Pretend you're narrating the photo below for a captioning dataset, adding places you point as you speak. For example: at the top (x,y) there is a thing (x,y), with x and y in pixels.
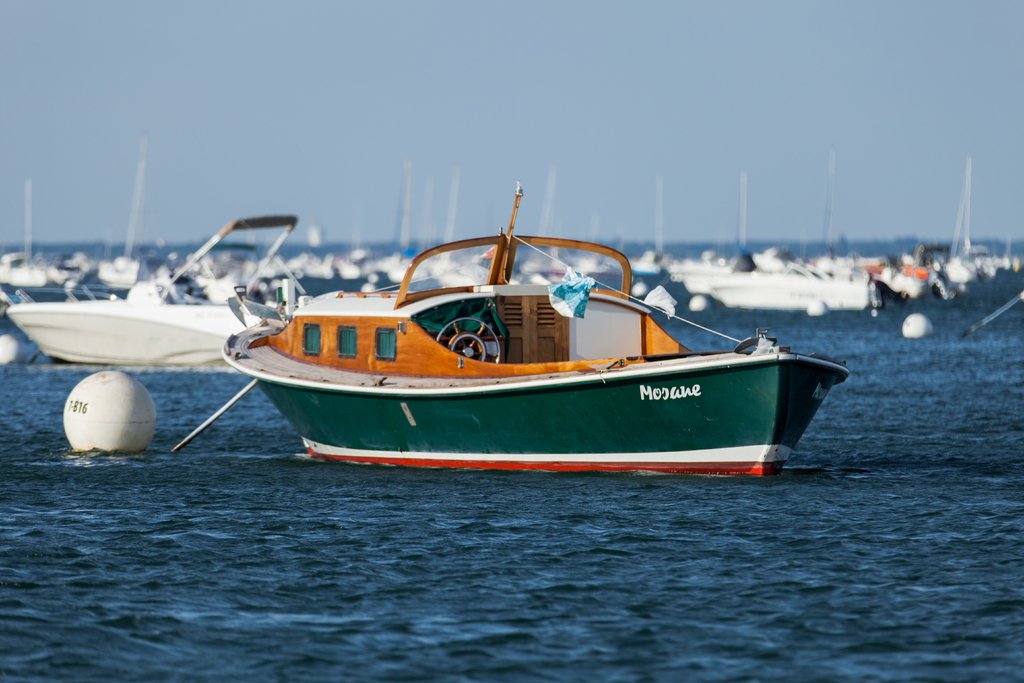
This picture is clicked outside the city. In the foreground (343,576) we can see a water body (716,579). In the center (427,296) we can see the boats (518,303) and some other items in the water body (918,357). In the background (819,103) there is a sky (486,165).
